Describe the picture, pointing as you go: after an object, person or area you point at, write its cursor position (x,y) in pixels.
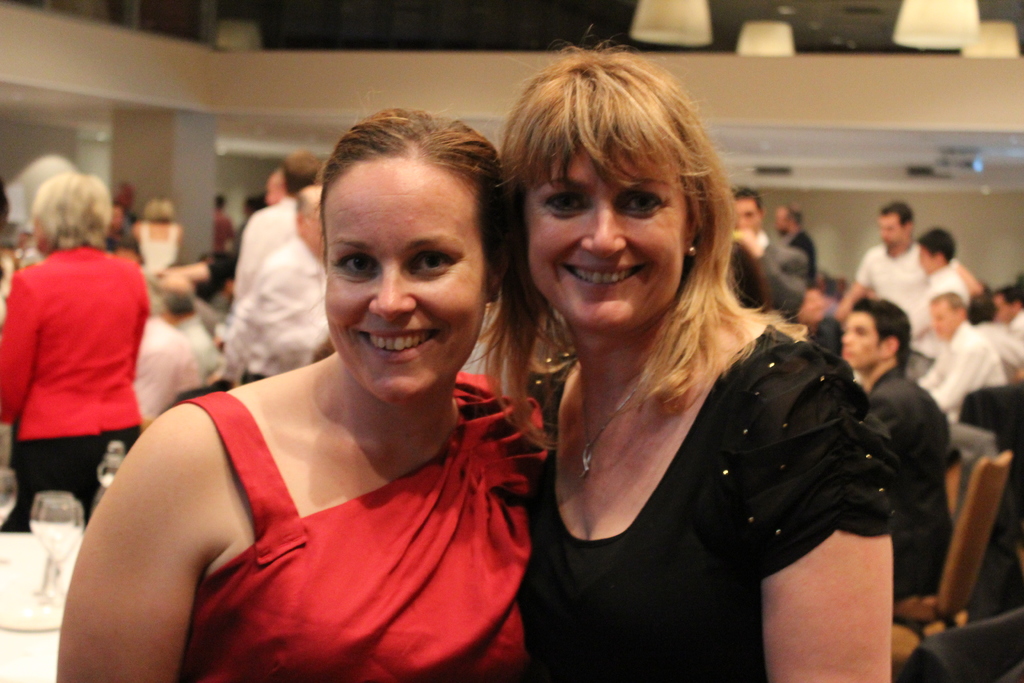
In this image there are people (625,259), chairs (991,483), tables (58,570), glasses (58,570), lights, projector (980,163), pillar (174,139) and objects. In the front of the image (639,404) two people (620,596) are smiling. On the table (50,656) there are glasses (56,523).
